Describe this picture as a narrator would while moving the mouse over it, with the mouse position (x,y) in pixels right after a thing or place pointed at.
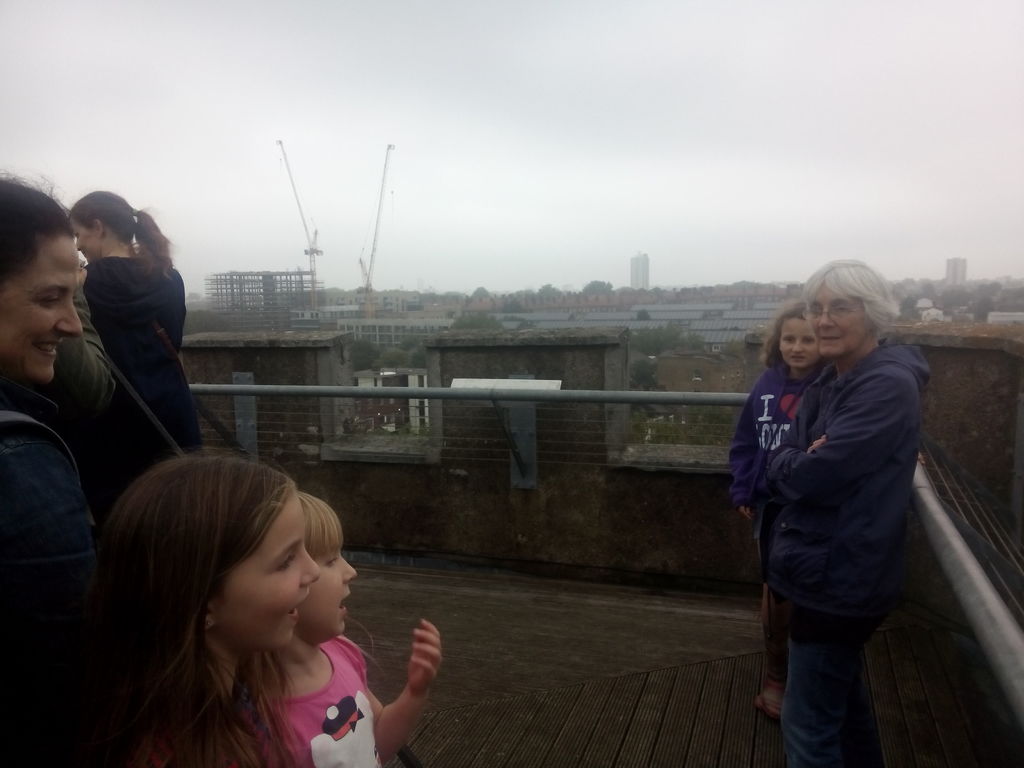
In this image we can see some persons (24,572), railing (991,609) and other objects (677,490). In the background of the image (311,263) there are buildings (597,309), crane (314,292) and other objects (1001,333). At the top of the image (566,105) there is the sky (681,112). At the bottom of the image (578,738) there is the floor (578,738).
